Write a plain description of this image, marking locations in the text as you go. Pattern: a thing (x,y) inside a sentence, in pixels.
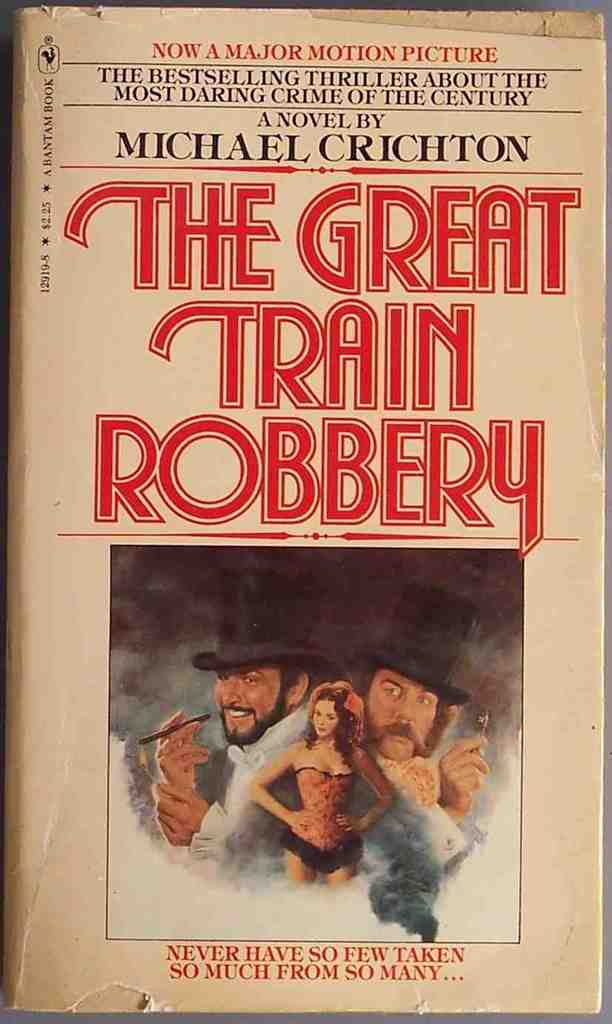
In this image we can see a book (313,528).
